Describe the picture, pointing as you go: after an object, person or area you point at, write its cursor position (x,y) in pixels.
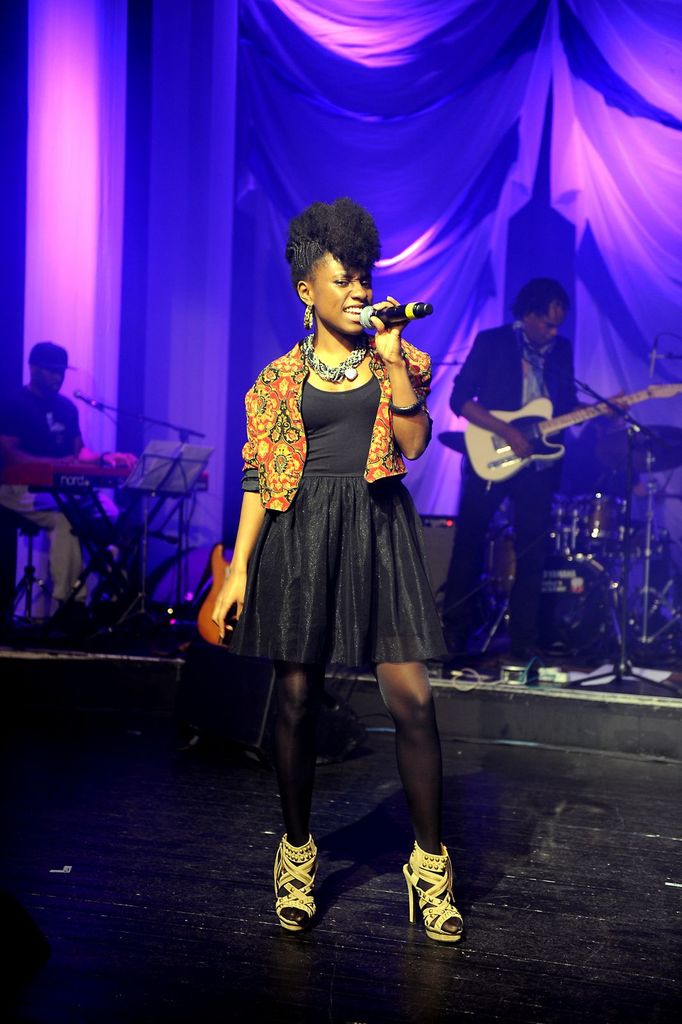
As we can see in the image there is a cloth (175,152), a woman (394,327) singing song on mic (380,317) and on the right side (569,412) there is a man (556,376) holding guitar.
